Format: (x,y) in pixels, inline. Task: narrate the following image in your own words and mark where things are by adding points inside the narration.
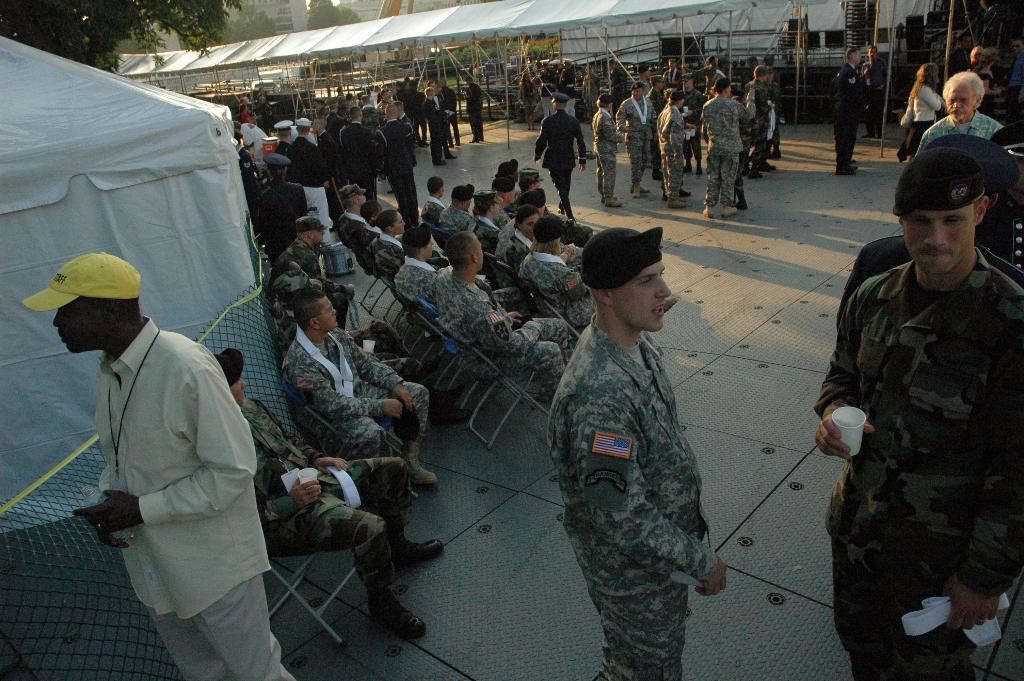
This image is clicked outside. There are tents (99,161) in this image. There are so many people (235,575) in this image. Most are wearing military dresses (579,450). Some of them are sitting on chairs (375,286) in the middle (435,406). There is a tree (11,16) at the top (34,29).
